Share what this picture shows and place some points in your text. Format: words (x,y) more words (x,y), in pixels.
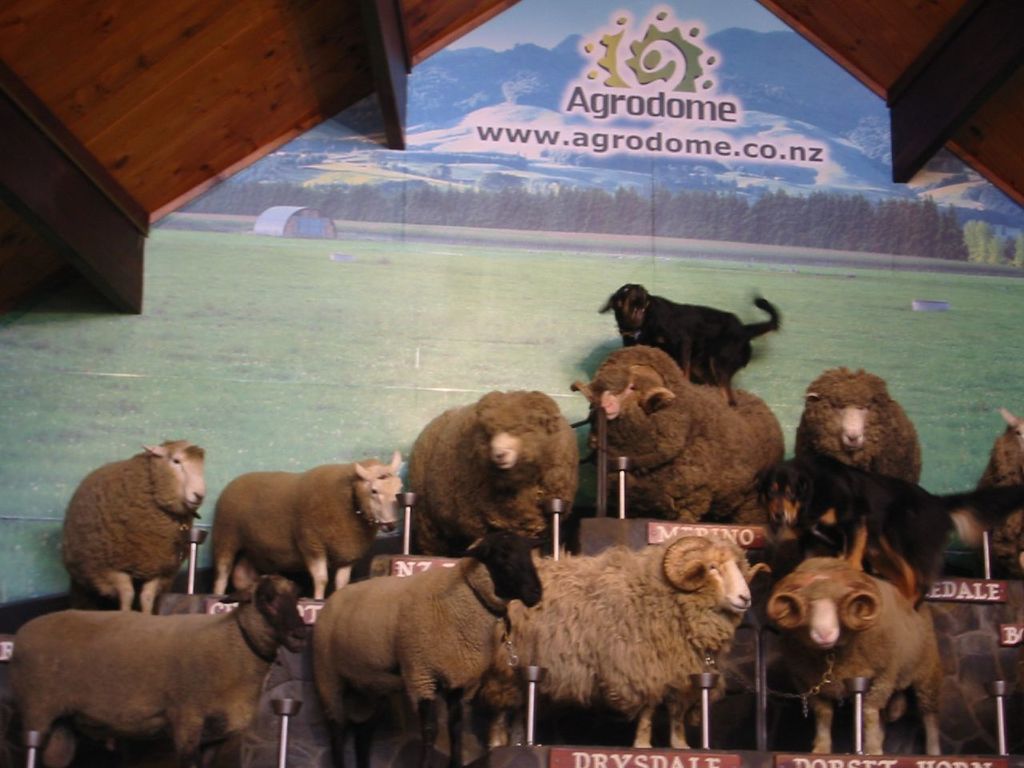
In this image there are animals (684,587) standing and there are boards (678,126) with some text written on it. On the top (262,123) there are objects (356,95) which are black and brown in colour.
